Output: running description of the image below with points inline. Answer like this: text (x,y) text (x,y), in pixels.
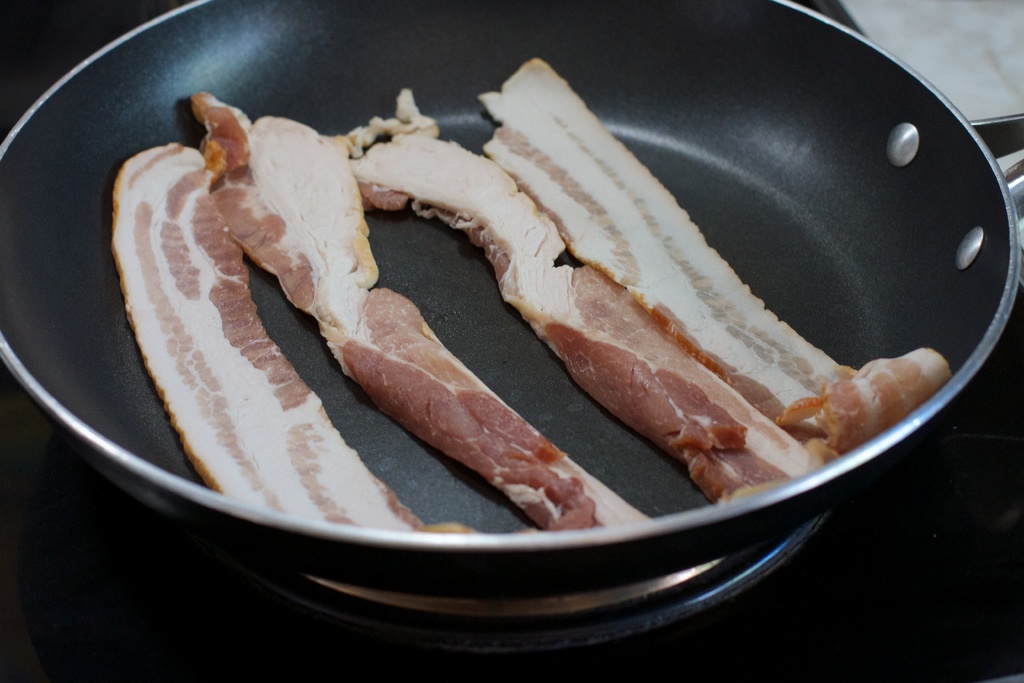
In the image there is a pan (19,373) and in the pan (418,259) there is some meat (542,243) being cooked.
